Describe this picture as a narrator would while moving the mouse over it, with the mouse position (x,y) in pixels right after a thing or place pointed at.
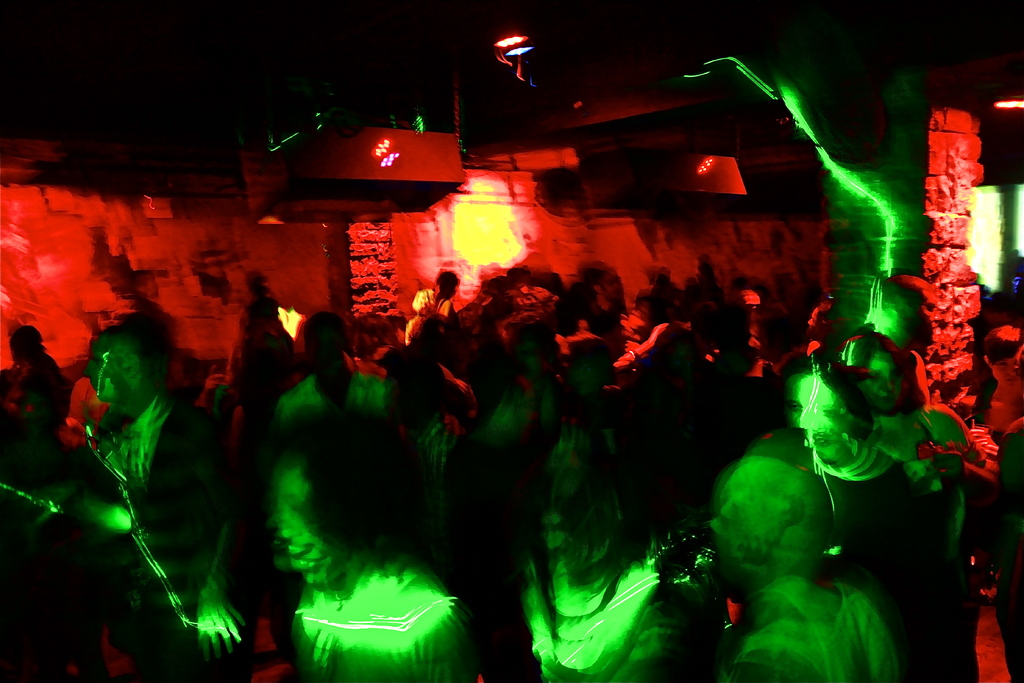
In this image we can see few persons (459,433), lights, wall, pillars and other objects (28,497).
